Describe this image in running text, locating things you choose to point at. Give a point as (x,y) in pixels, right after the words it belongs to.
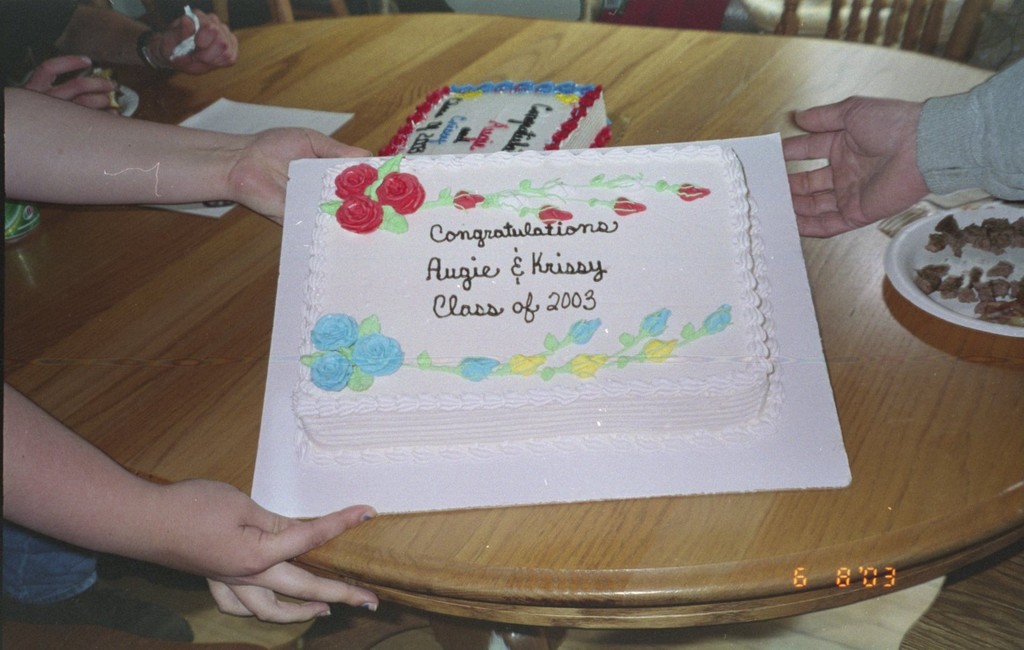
In this image there are some persons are holding a cake (518,334) as we can see in middle of this image (516,370). There is one more cake (490,134) is kept on a table (693,90) as we can see in the top of this image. There is one person (106,107) is on the top left corner of this image (70,41) and there are some chairs (593,9) on the top of this image (794,21).
